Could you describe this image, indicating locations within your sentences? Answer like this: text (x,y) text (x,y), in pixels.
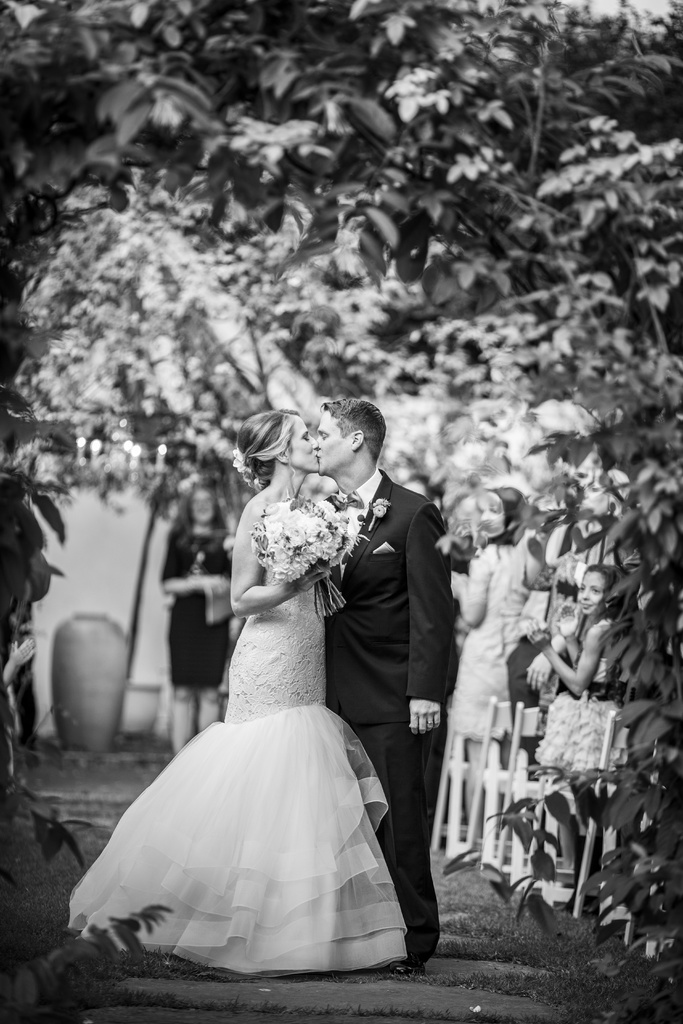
In this image, I can see a woman (178,905) and a man (319,464) and both of them are kissing and both of them are standing on a path (96,1014). The woman (243,436) is holding flowers (325,522). In the background (224,450) there is a lot of decoration (669,336) and few people (202,673) over here.
